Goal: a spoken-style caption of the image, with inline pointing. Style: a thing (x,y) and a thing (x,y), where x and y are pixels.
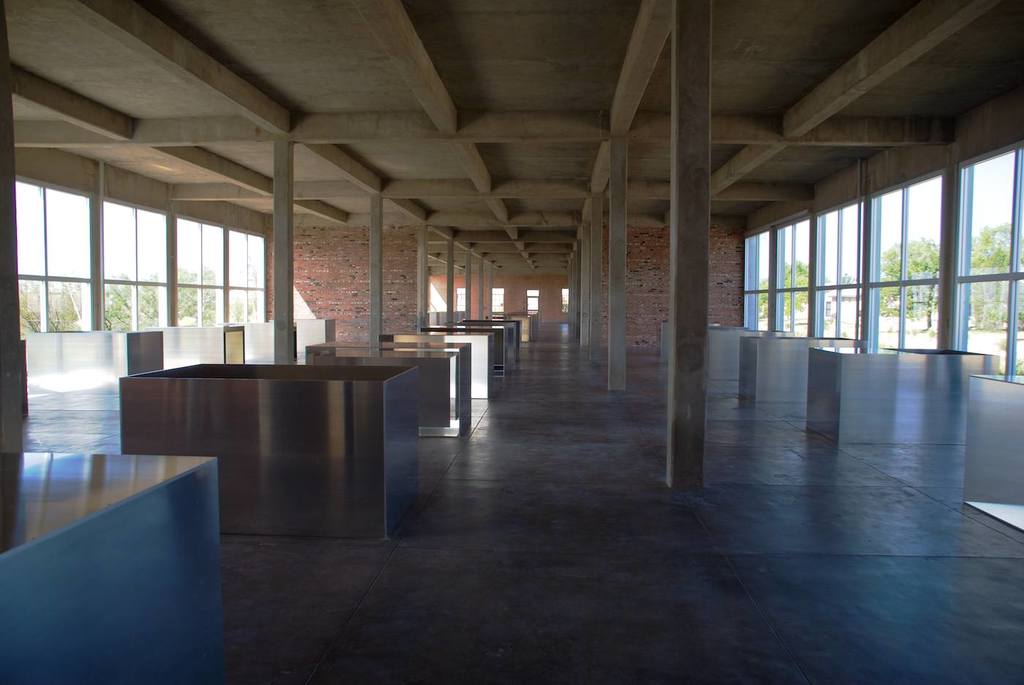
In this picture we can see the floor (472,554), pillars (617,235), some objects (329,368), walls (387,312), roof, windows (936,328) and in the background (930,324) we can see trees (979,290) and the sky (881,245).
